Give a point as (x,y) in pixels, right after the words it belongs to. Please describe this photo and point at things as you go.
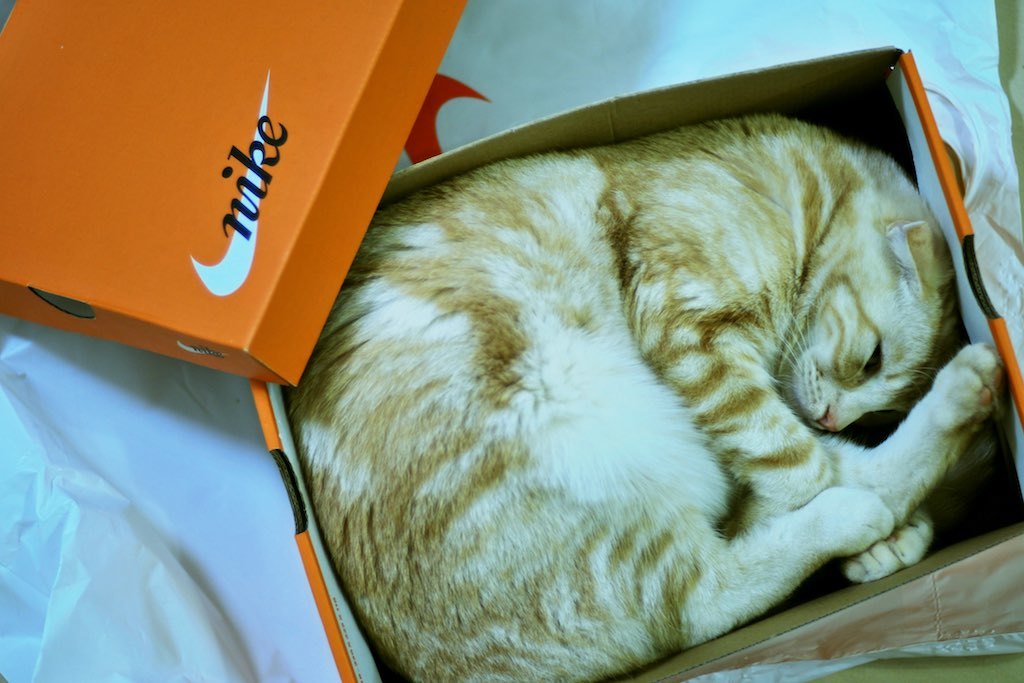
In this image we can see a cat (562,384) sleeping in the cardboard box (896,578). At the bottom (120,536) there is a cover (257,474).
